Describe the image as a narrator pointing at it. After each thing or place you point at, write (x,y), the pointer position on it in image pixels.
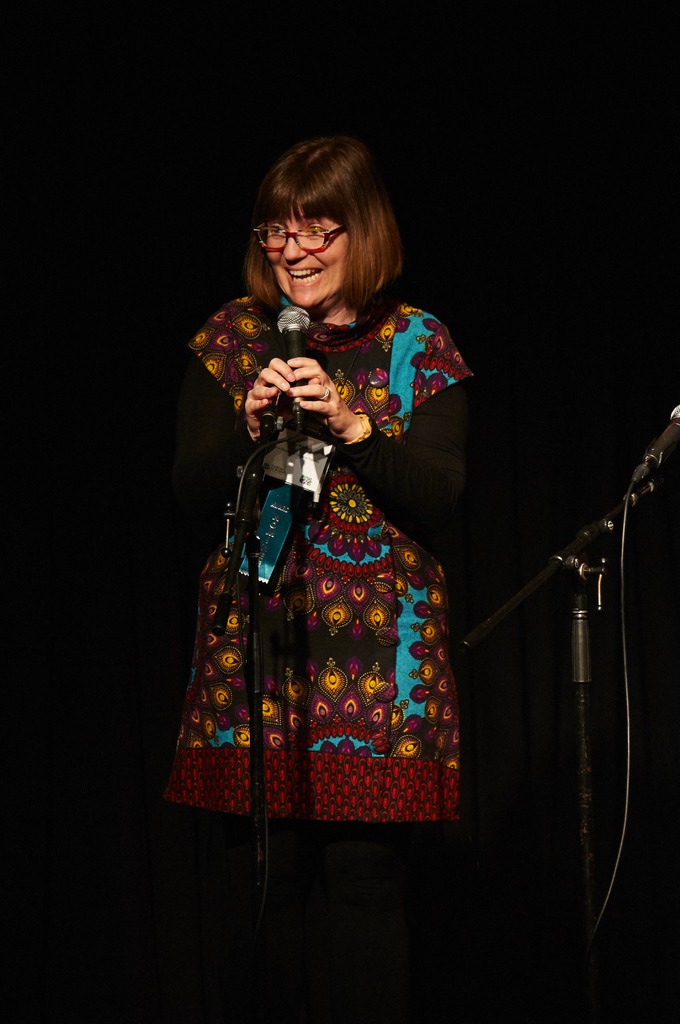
In this image I can see a person (312,385) and the person (280,284) is holding a microphone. The person (378,501) is wearing brown and blue color dress (395,698) and I can see dark background (76,1002).
